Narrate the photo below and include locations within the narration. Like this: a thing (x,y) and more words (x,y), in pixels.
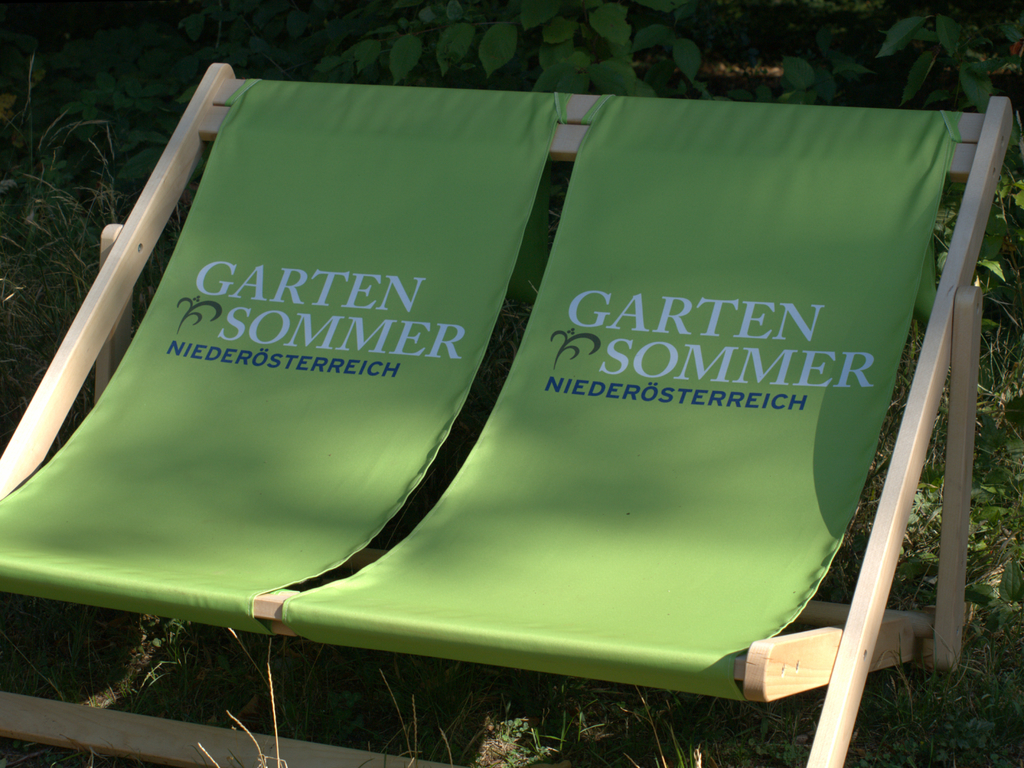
In this picture we can see the green benches (483,339). On the background (1023,452) we can see plants (1009,341), grass (54,159). On the top (613,49) we can see leaves (680,14).
